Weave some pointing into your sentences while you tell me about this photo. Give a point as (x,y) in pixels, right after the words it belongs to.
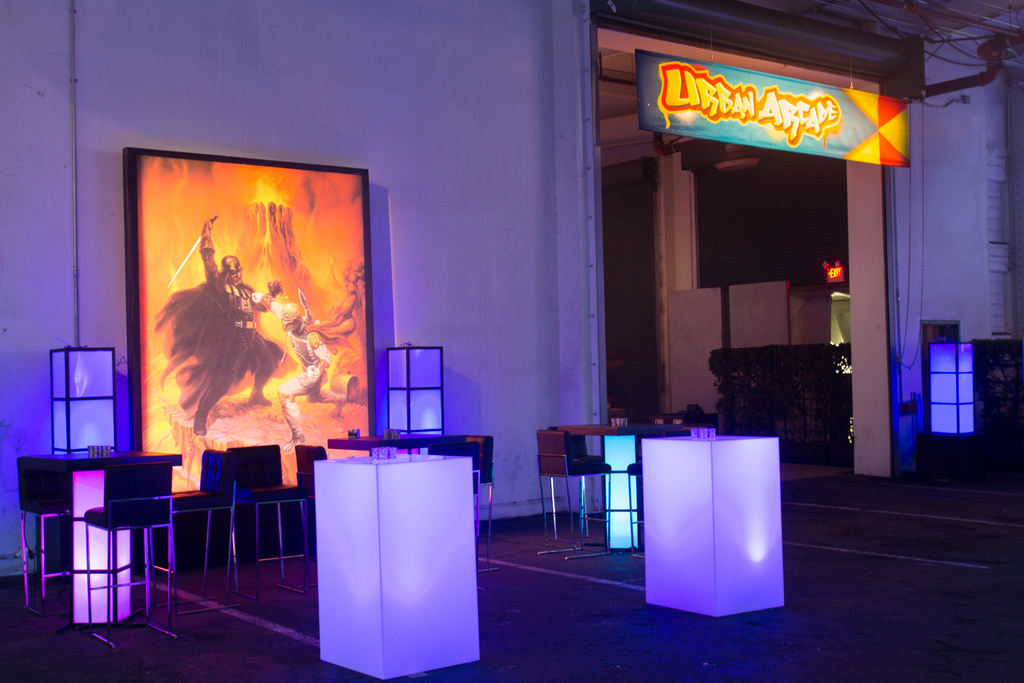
In this image there are chairs (148,627) at the tables (120,612) on the floor (1016,548) and we can see boxes (425,608), frame (285,301) on the wall (574,185) and there is a hoarding (681,106) hanging to the roof top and we can see pipes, poles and other objects (818,406).
